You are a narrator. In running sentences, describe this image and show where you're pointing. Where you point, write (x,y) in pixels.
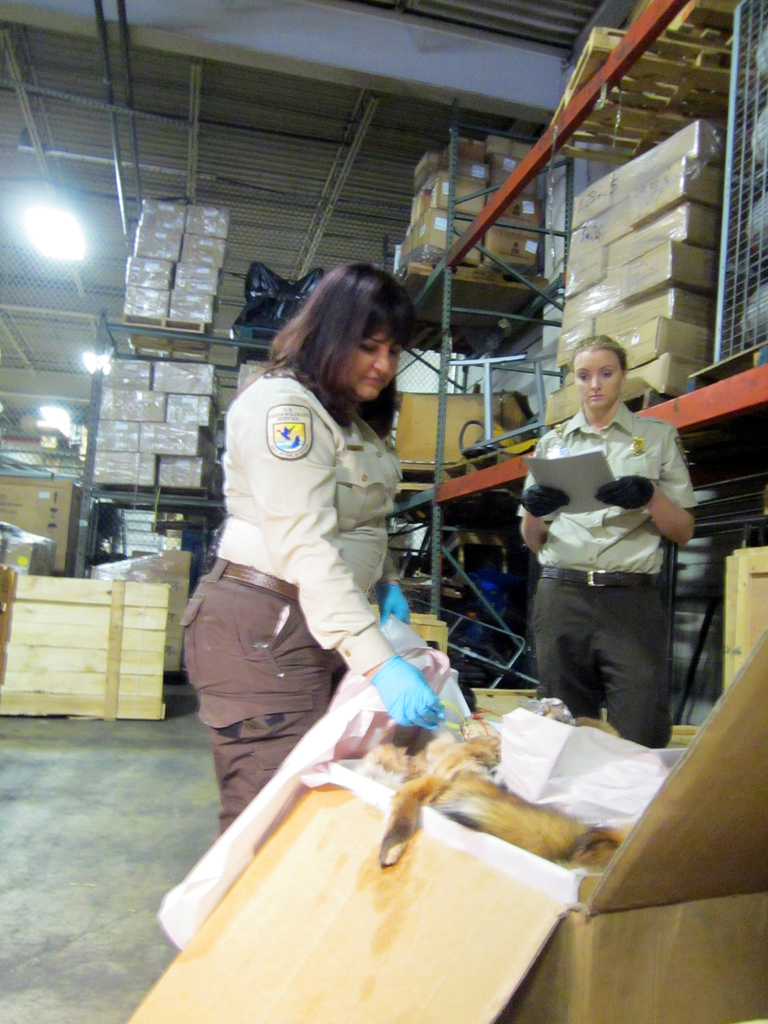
This image consists of two women (391,603). At the front (344,938) there is a box (369,905). In the background (680,343), there are many boxes (733,646) kept in the racks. At the top (120,221), there is a roof (294,17) along with the light (48,254). At the bottom (121,924), there is a floor (119,950).
